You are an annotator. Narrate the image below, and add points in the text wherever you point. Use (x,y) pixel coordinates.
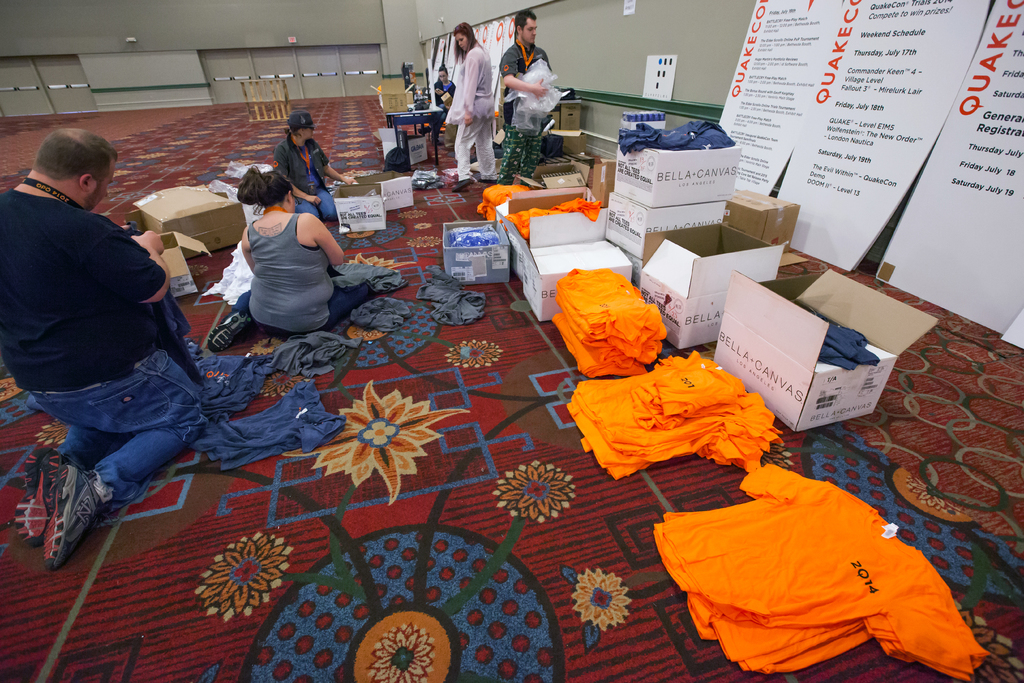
In this image I can see the floor (442,470), few clothes (603,400) on the floor (450,489) which are orange and blue in color, few persons (513,144) sitting and standing on the floor (434,156) and few cardboard boxes (750,348). In the background (400,70) I can see the wall (294,31) and few banners (796,49) which are white in color.
